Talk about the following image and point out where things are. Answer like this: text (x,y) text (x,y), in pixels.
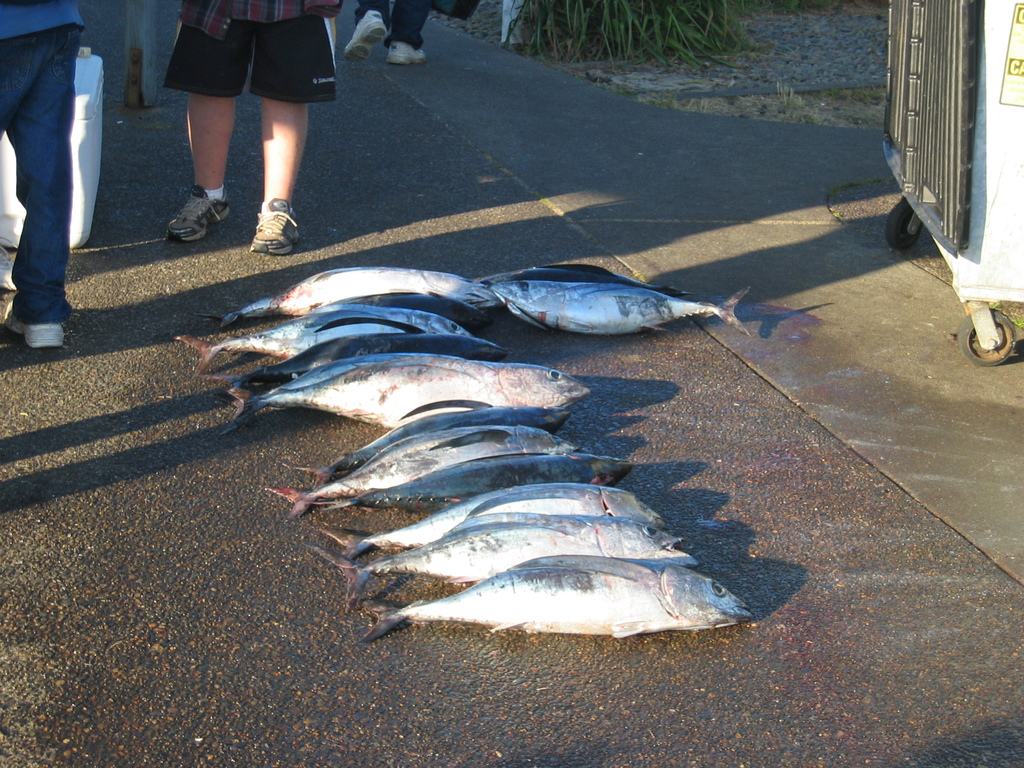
In this image, I can see the fishes (456,518), which are kept on the road (657,434). There are few people (220,42) standing. On the right side of the image (943,115), that looks like an object (953,237) with the wheels (966,348). At the top of the image (372,23), I can see a person (400,35) walking. This looks like the grass (644,46).
